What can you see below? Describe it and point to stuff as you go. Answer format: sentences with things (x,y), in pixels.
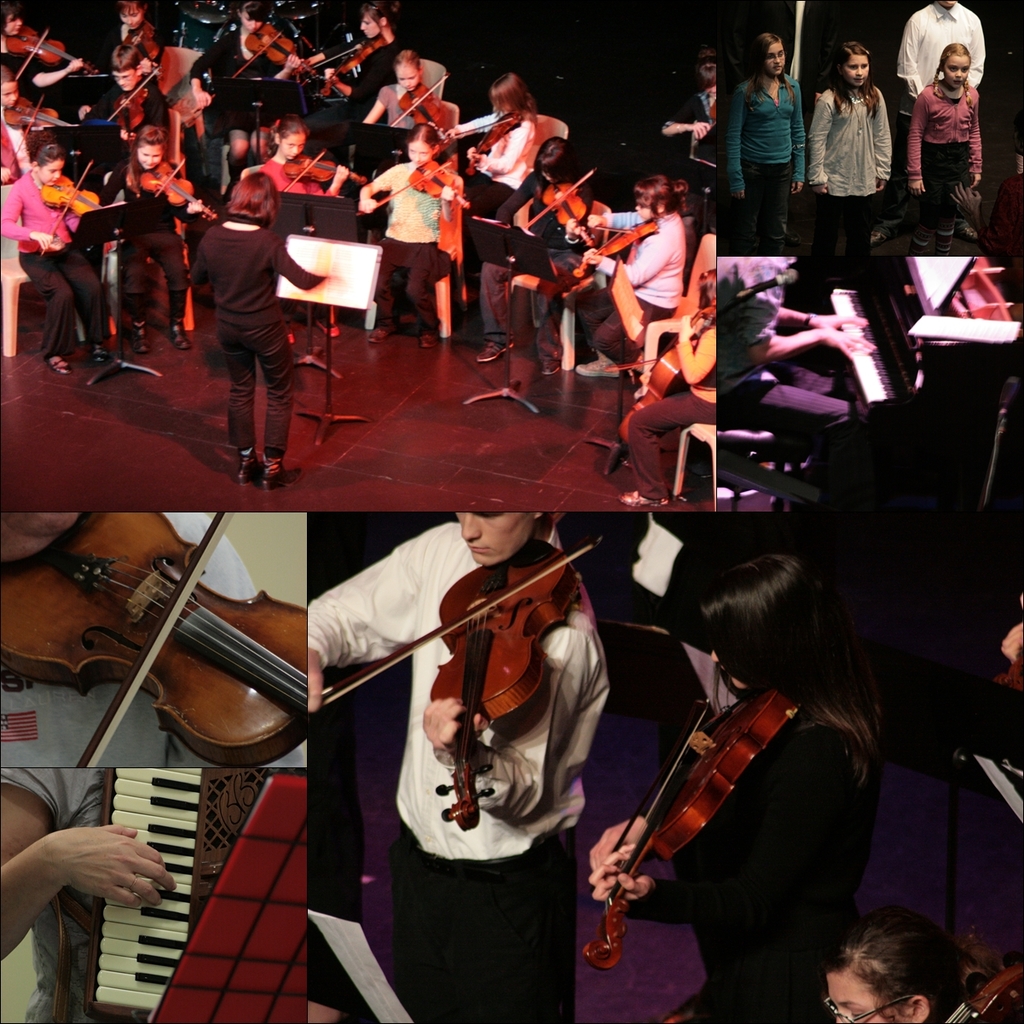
This is a collage image. There are six images which are coloured. In the first image there are people (162,124) playing violin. In the second image there are three girls (744,100) standing and a man (977,55) behind them. In the third image there is a person (811,392) who is playing a piano (886,364). In the fourth image there is a person (76,732) who is playing a violin (168,667). In the fifth image there are two people (770,650) who are playing violin (699,801) and the last image has a man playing musical instrument (144,944).
